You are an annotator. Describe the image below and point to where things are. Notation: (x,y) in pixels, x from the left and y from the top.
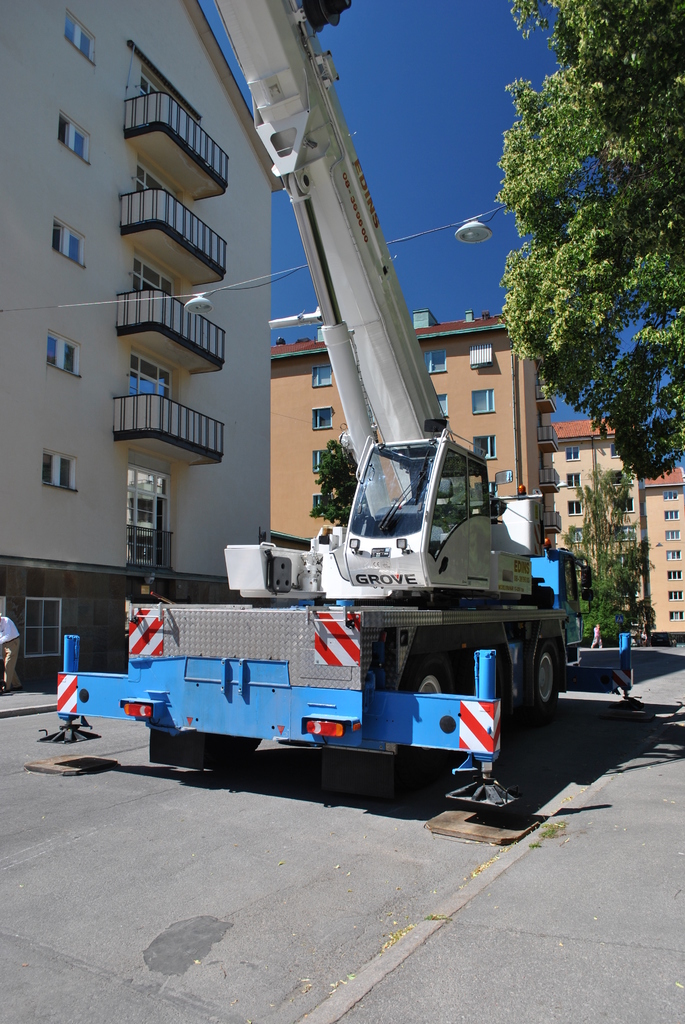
In this image I can see few buildings (198,338) and glass windows (63,338). I can see a vehicle (403,712), trees (600,258), light-pole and few people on the road (461,855). The sky (403,30) is in blue color.
